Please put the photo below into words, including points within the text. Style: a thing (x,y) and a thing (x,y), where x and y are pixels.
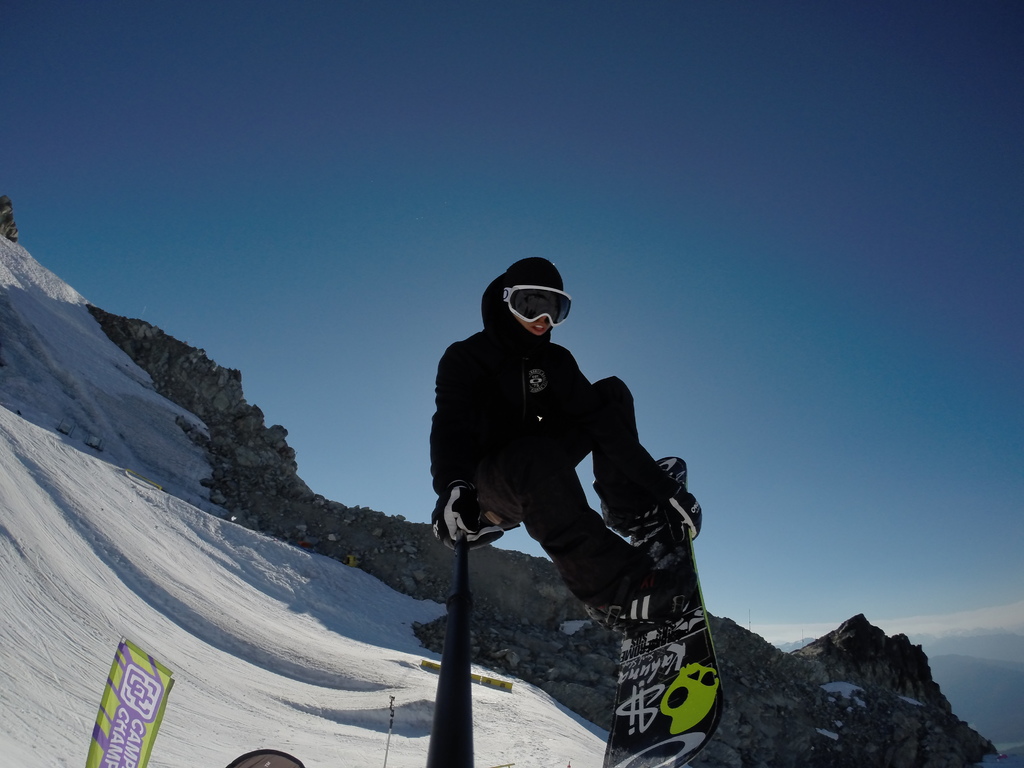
This image consist of a person (556,529) playing in the snow (39,532). In the background (480,641) there is a sky (446,147), mountains (726,664). At the left side (241,532) there is a snow (41,505).
